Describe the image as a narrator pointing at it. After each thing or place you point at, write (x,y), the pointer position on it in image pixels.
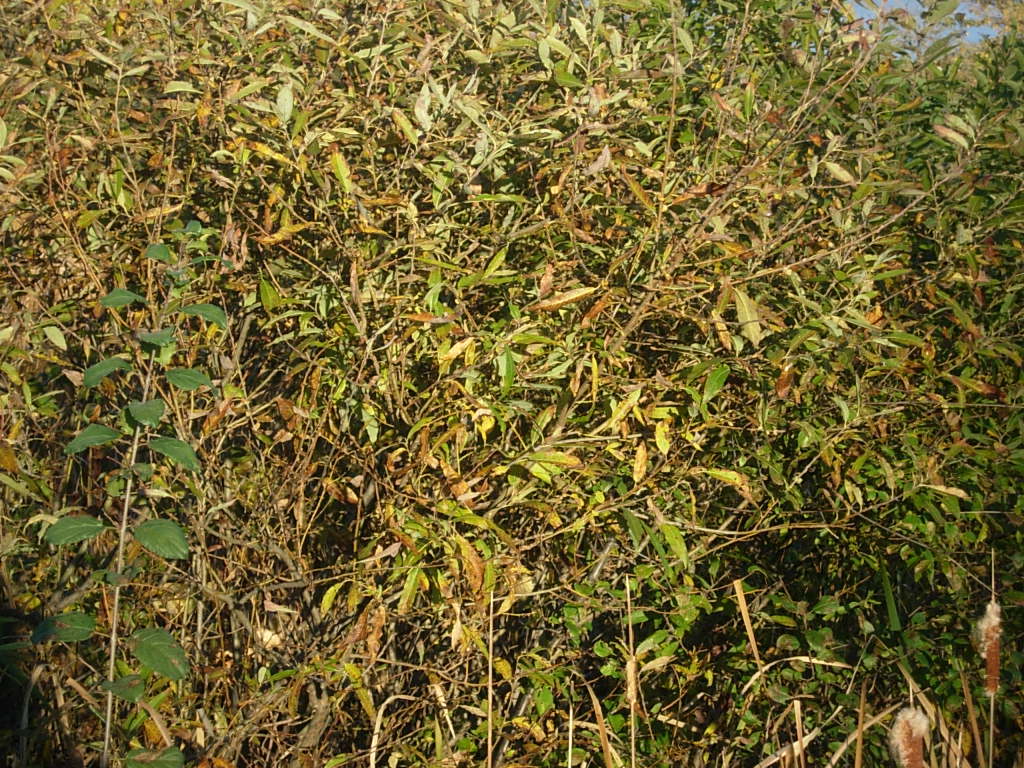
In this picture I can observe some plants (592,570). There are plants (632,656) all over the picture.
